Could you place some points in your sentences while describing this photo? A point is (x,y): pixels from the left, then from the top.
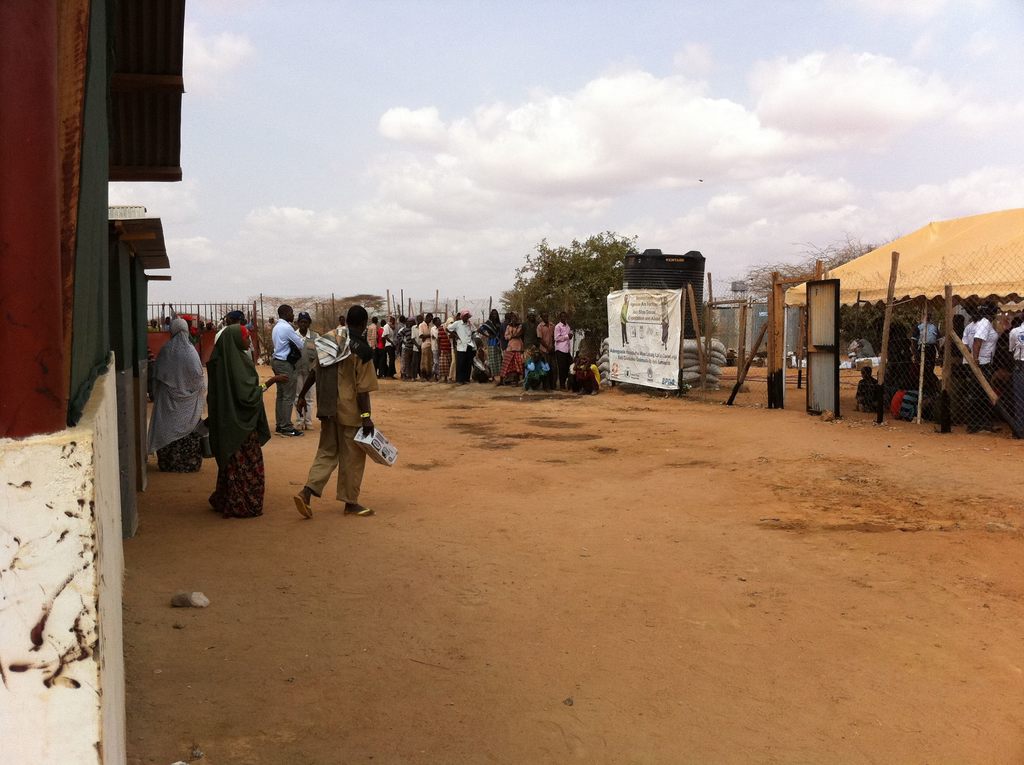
In this image we can see people (398,352), banner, trees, container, door (827,374), mesh (869,363), tent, wall (75,238), and objects (778,348). In the background (680,194) there is sky (650,129) with clouds (617,205).
